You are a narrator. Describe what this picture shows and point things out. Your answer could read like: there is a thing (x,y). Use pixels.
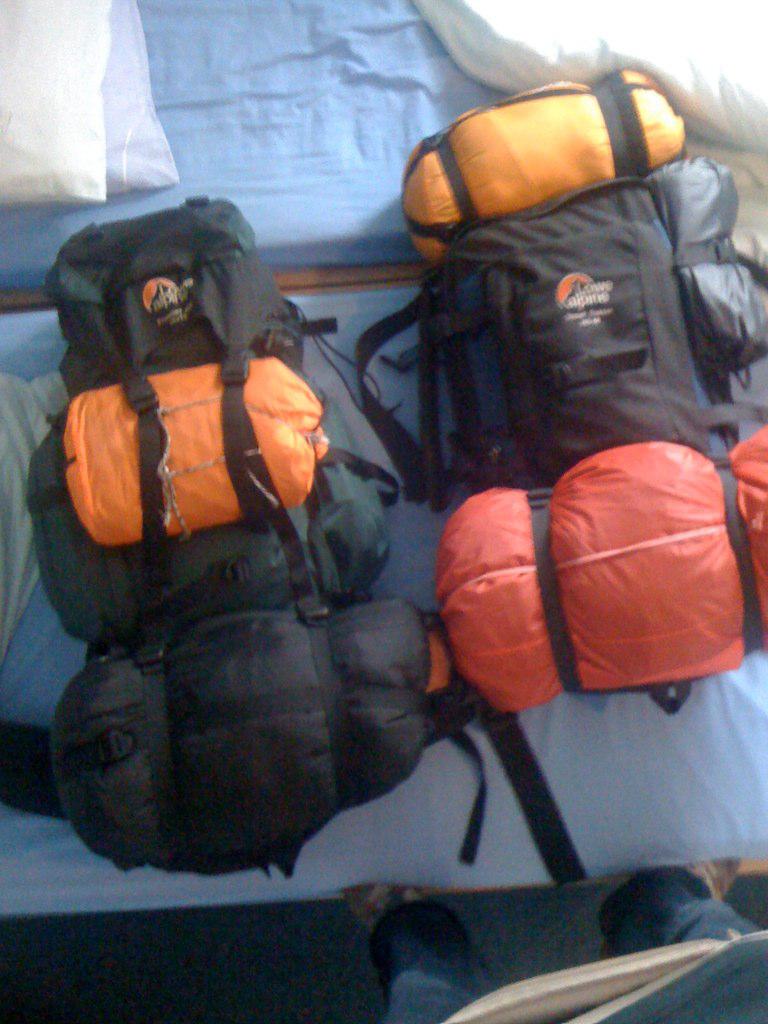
This picture is mainly highlighted with two backpacks (328,530) on a bed (404,525).
